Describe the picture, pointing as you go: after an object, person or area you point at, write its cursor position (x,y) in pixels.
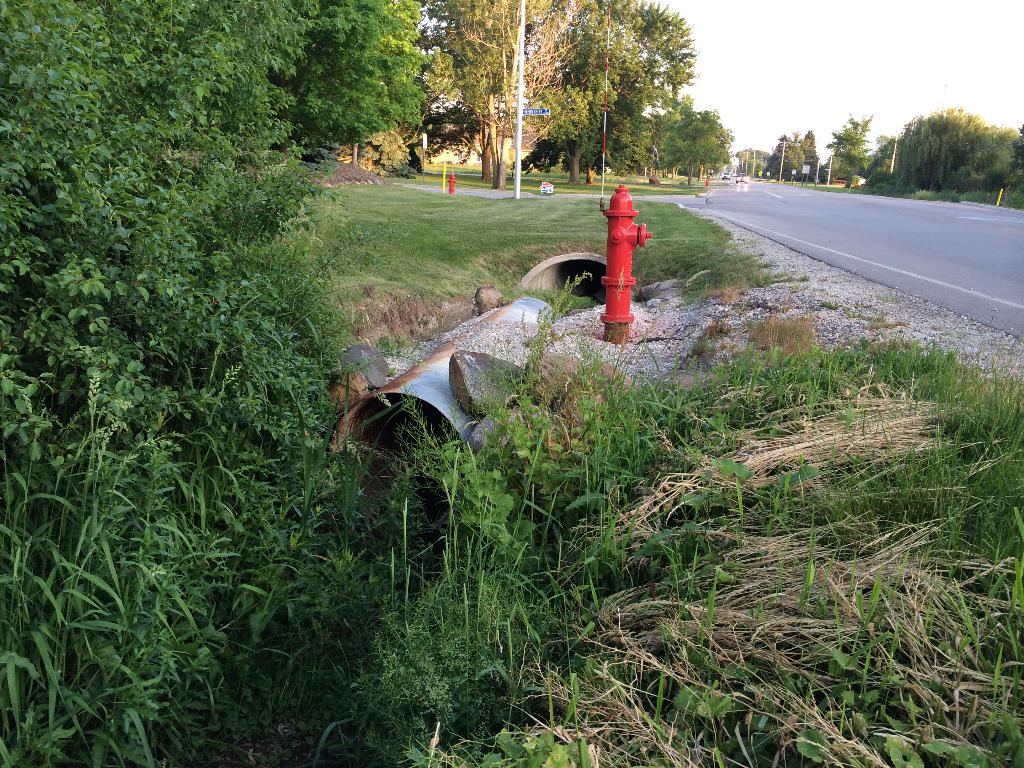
On the right side of the image (982,277) we can see a road (928,265). At the bottom (659,563) there is grass (605,564) and there are pipes (438,392). In the background (555,58) there are trees (536,128), poles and sky (826,88). We can see hydrants (630,232).
